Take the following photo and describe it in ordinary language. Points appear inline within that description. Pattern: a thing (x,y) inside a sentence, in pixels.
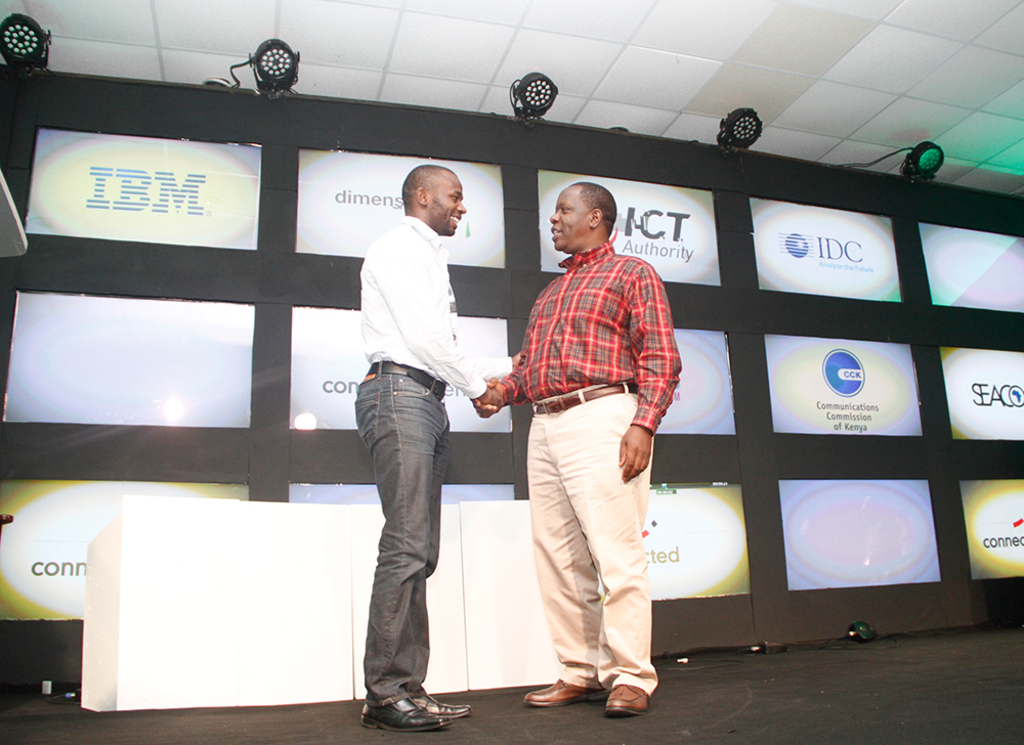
In this picture there are two persons (370,387) standing and smiling and holding the hands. At the back (91,133) there are boards (1020,280) on the wall (149,128) and there is a text (687,256) on the boards (896,490). At the top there are lights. At the bottom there are devices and there are objects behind the two persons (638,357).
